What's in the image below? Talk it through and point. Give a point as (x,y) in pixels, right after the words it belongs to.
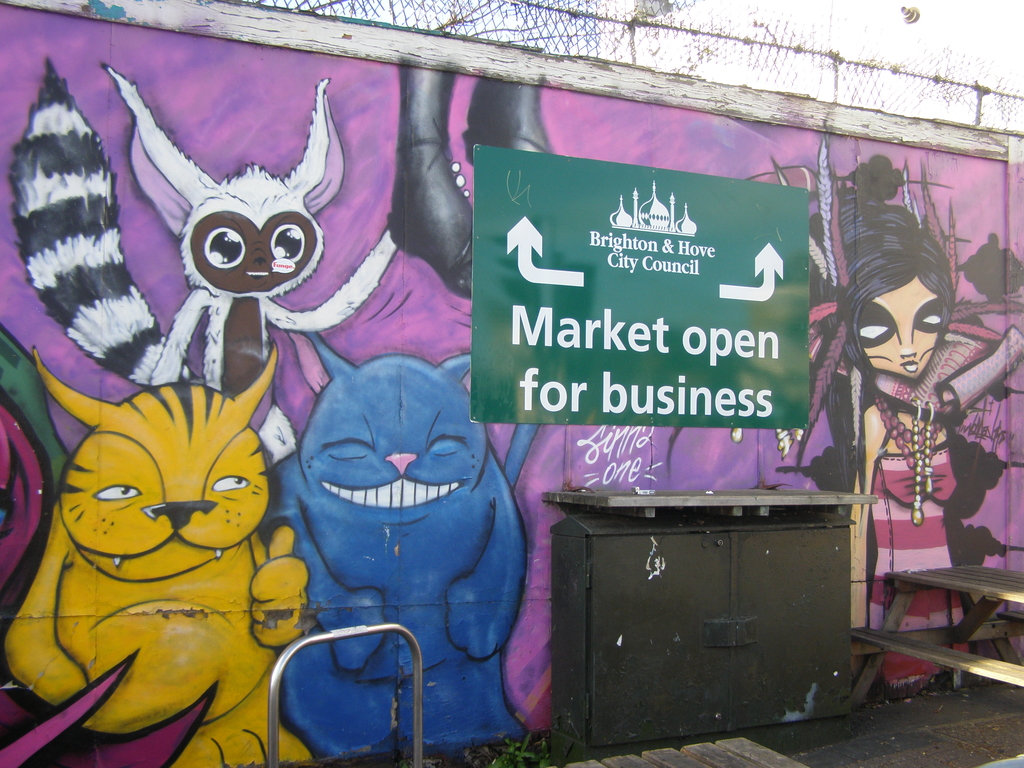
In this image we can see a wall (464,509) with a graffiti painting (262,453). There is a poster (515,279) with some text (719,417) on it. To the right side of the image (875,660) there is a wooden bench (985,599).
